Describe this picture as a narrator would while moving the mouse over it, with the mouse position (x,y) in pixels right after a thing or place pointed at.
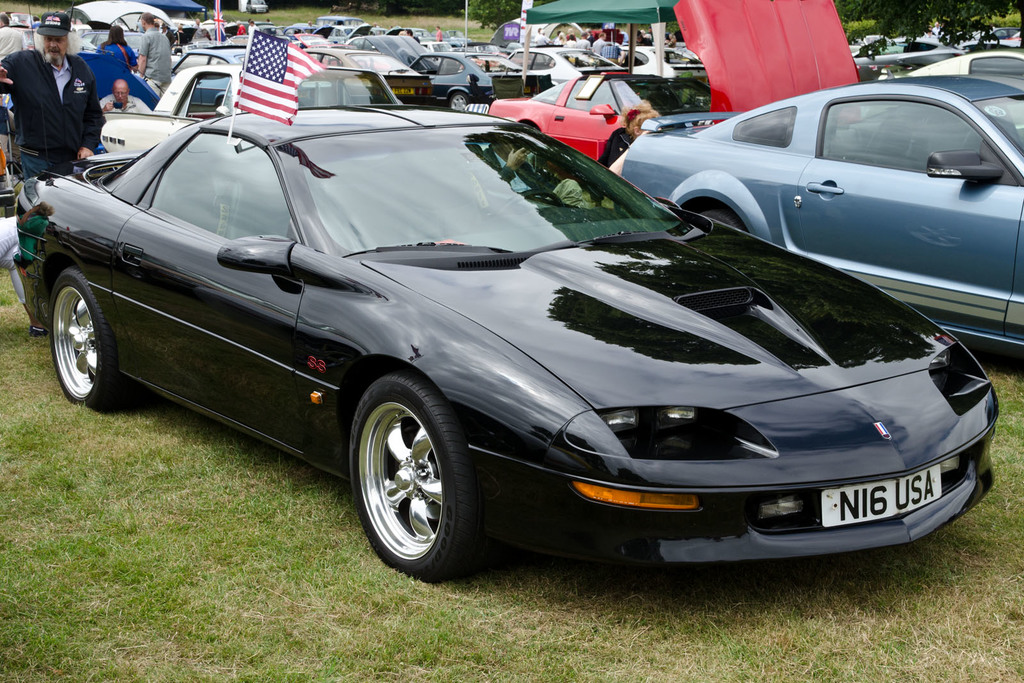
In this picture I can observe some cars (314,283) parked in the parking lot (334,133) in the middle of the picture (567,282). On the left side (151,52) I can observe few people (44,92). There is some grass (242,557) on the ground (213,590).
